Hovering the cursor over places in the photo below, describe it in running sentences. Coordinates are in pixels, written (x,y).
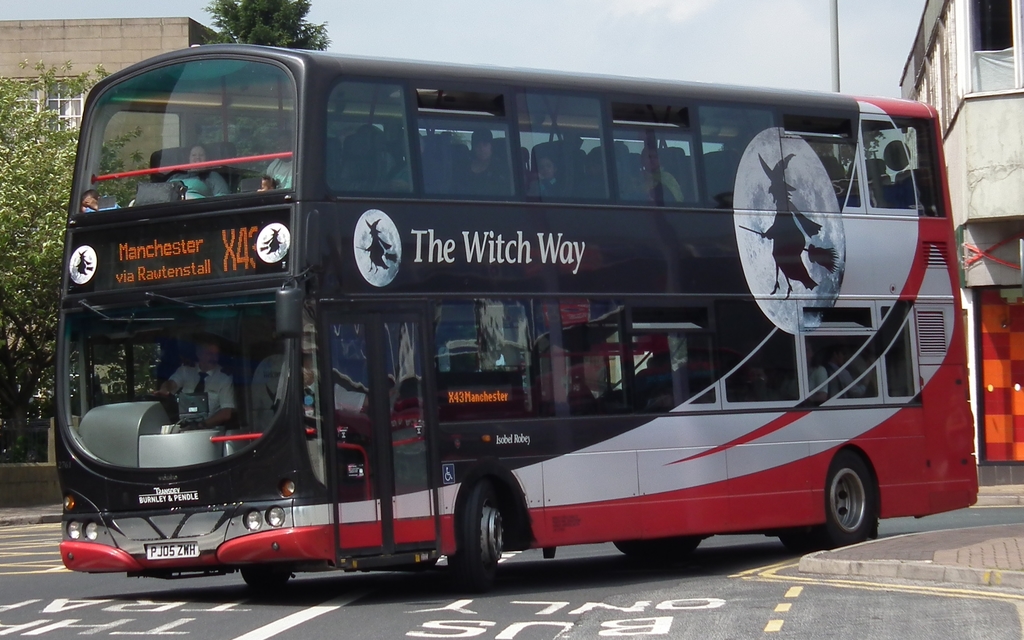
This is an outside view. Here I can see a double-decker bus (420,438) on the road (261,616). Inside the bus (560,307) few people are sitting. In the background (978,133) there are few buildings (978,49) and trees (22,162). At the top of the image (579,29) I can see the sky (528,30).
